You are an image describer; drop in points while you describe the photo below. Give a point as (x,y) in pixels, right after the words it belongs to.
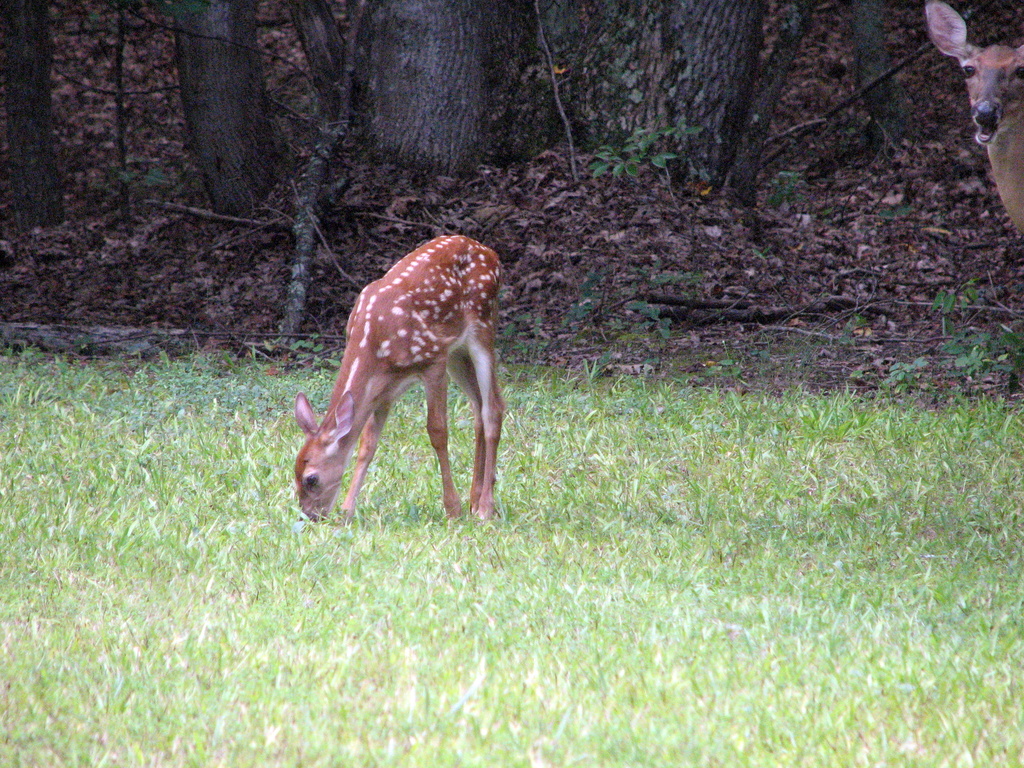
In this image we can see deer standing on the grass (585,440). In the background (488,200) we can see wooden sticks (309,193), shredded leaves (401,173) and trunks (214,117) of trees (434,71).
